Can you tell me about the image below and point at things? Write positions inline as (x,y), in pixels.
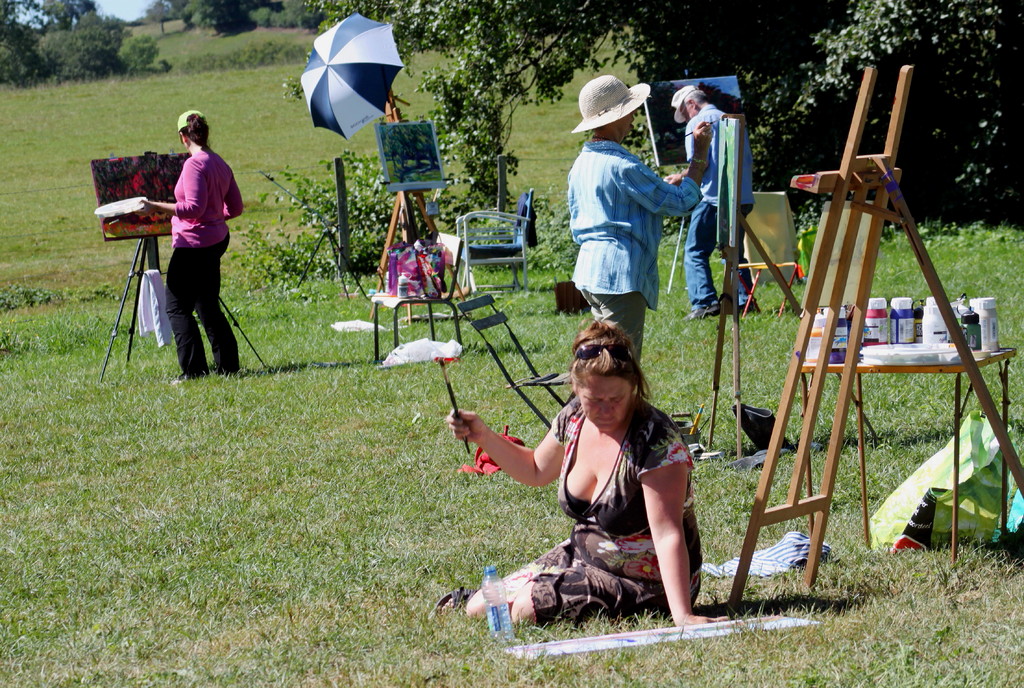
In this picture we can see some people (671,205) are standing on the grass (370,399) and painting on the boards (732,194), one woman (598,484) is sitting on the grass (640,652) and painting on the board (602,639), side we can see the tables (958,367) on which we can see some bottles (945,327), around we can see some trees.
